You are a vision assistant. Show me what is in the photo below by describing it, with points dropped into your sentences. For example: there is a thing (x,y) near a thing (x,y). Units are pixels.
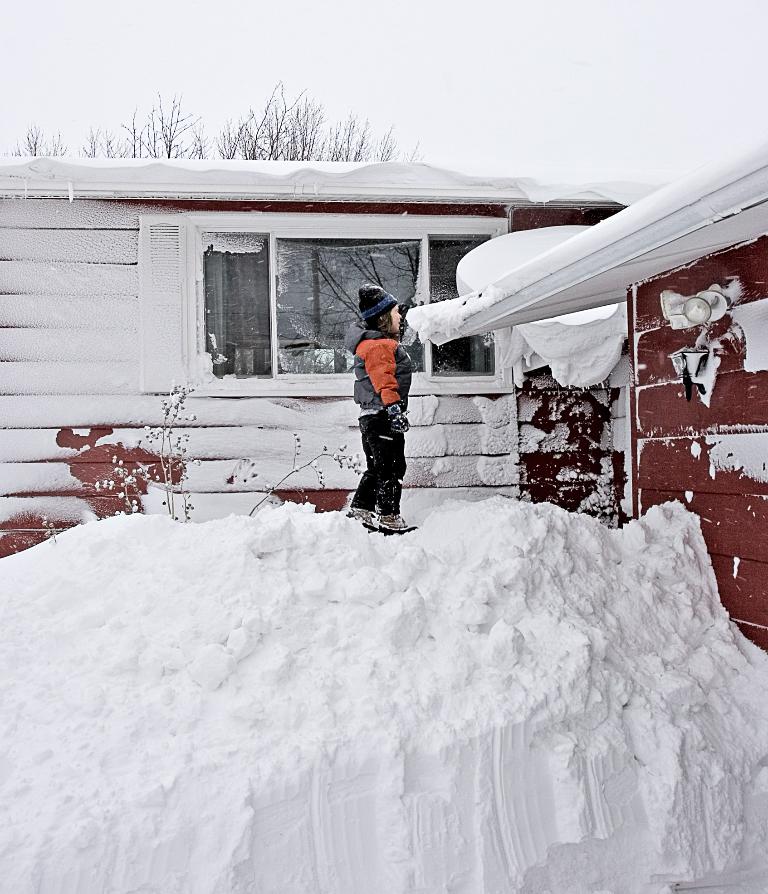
In the middle of this image (406,380), there is a child (406,355) standing on a snowy surface (311,514). Behind this child (365,496), there is a plant (349,459) on which there is snow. On the right side (764,408), there is a building (757,221) having a roof (548,270) on which there is snow (655,197). In the background (290,325), there is a building (71,335) having a window (301,325) and a roof (66,189) on which there is snow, there are trees (237,122) and there are clouds (238,91) in the sky (220,22).
